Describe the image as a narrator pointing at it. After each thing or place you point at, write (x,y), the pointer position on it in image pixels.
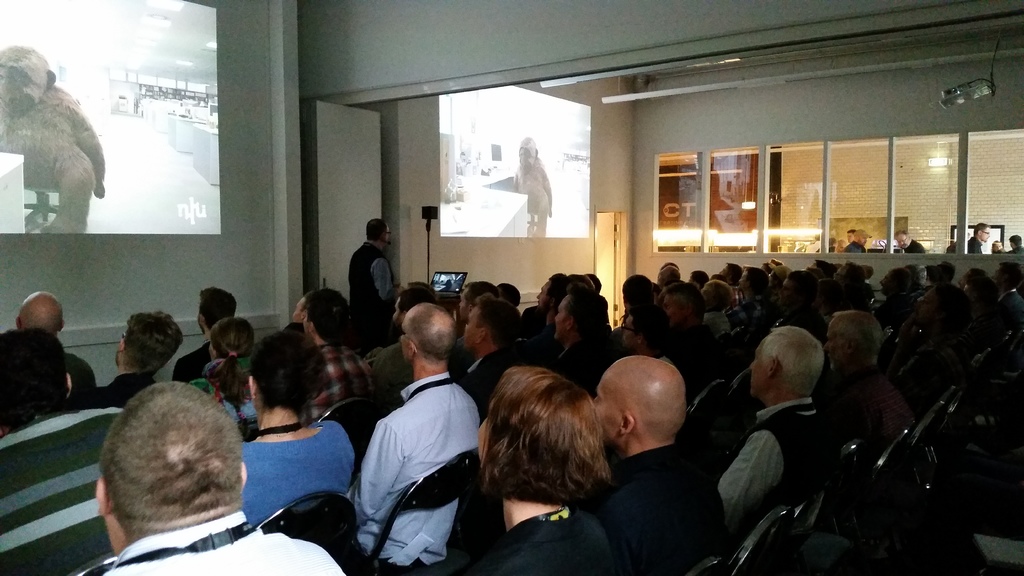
In the foreground (399,312), I can see a group of people (548,500) are sitting on the chairs (711,399) and one person (381,302) is standing in front of a table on which a laptop (458,296) is there. In the background (493,247), I can see screens (483,215), glass windows (738,233), a wall (925,256) and a group of people (856,235). This image taken, maybe in a hall (602,246).
